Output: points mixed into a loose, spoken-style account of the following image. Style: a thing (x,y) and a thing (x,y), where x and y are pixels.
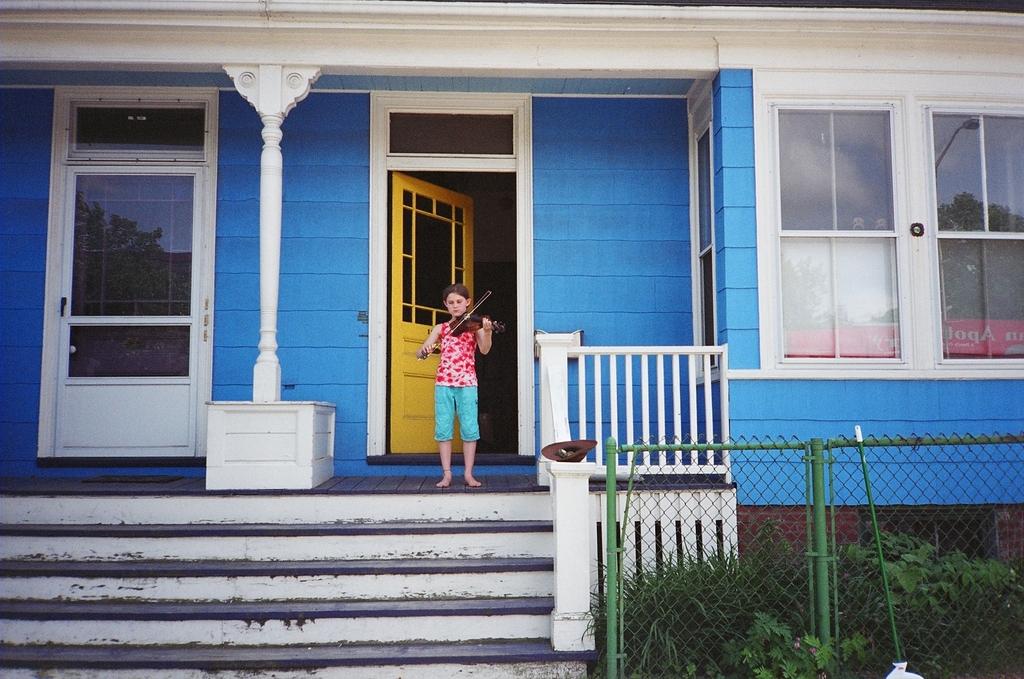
This picture is clicked outside. In the foreground (342,619) we can see the stairway (337,551), plants (986,605), metal rods (825,576) and a mesh (915,533). In the center (413,405) there is a blue color building (716,131) and we can see the doors (125,232) and windows (870,279) of the building (805,87) and there is a person (465,355) standing on the ground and seems to be playing violin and we can see a pillar (272,208).
